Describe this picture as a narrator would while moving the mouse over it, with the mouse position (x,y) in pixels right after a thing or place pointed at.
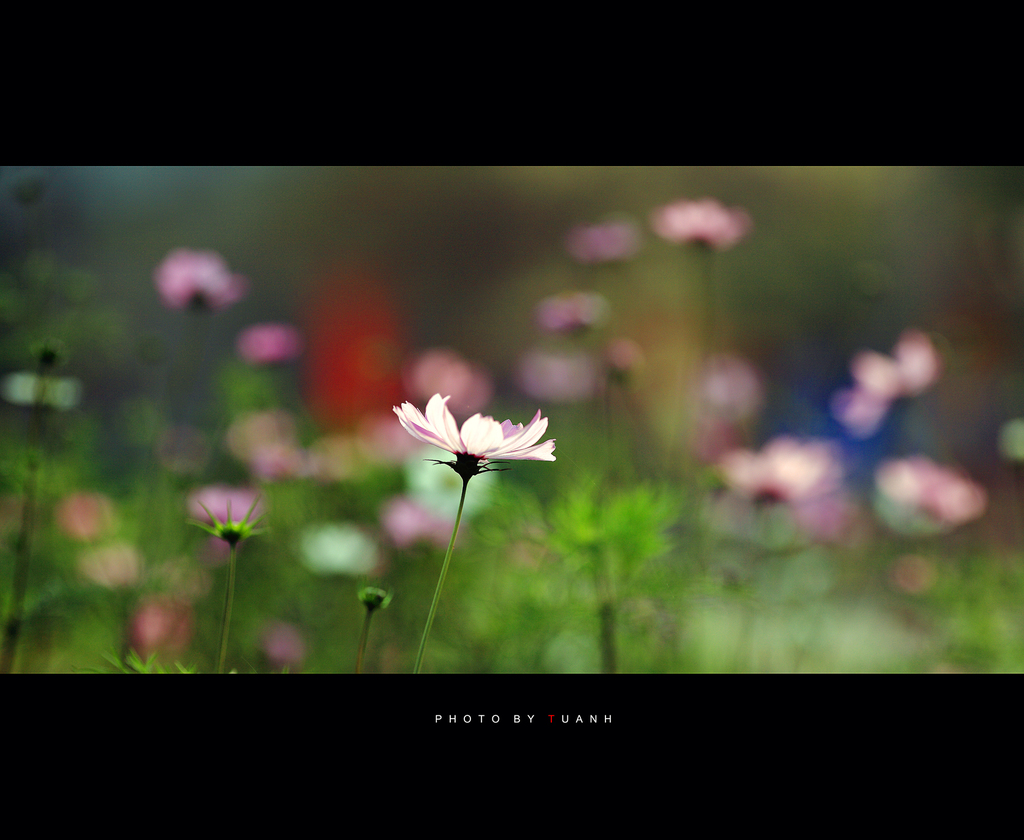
In this image in front (474,432) there is a flower (471,444) which is pink in colour and in the background (245,402) there are flowers (390,425) and there are plants (480,523).
